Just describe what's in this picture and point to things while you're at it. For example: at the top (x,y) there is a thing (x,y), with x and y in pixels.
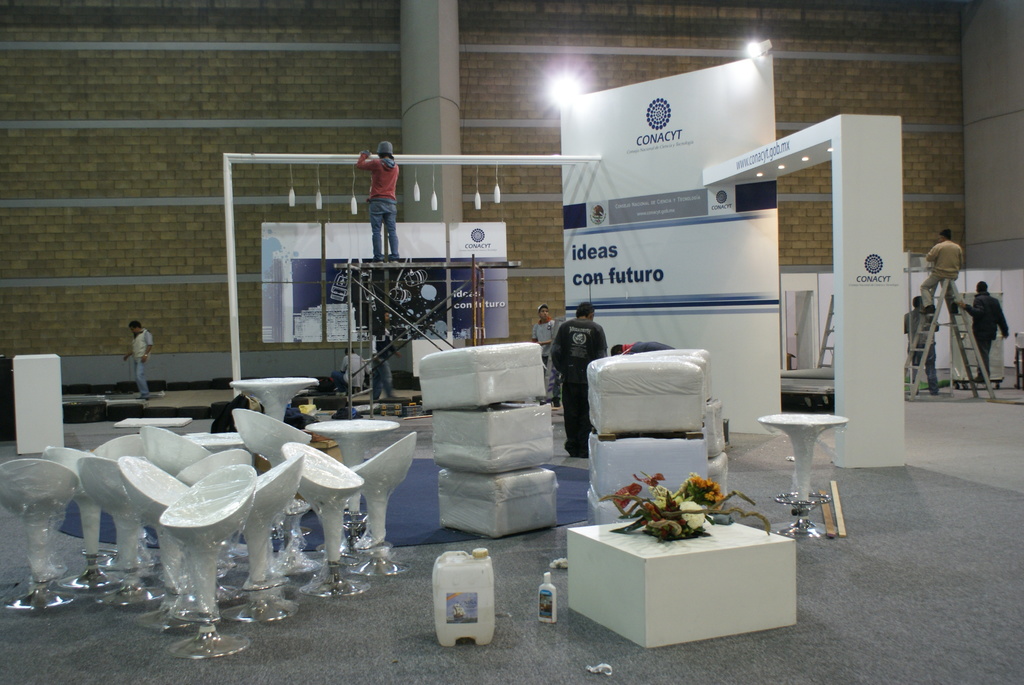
In the foreground of the picture (267,571) I can see the white color chairs (285,424) on the floor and they are covered with plastic covers (281,451). I can see a table (712,598) on the floor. I can see a water can (438,578) at the bottom of the picture (452,556). I can see a man (361,164) standing on the metal stand (419,265) and looks like he is fixing the decorative lamps (353,212) on the metal stand rod (554,156). There is a man (924,286) sitting on the ladder (939,323) and I can see two men (922,302) on the right side (982,302). I can see the hoarding (736,241) and there are two lamps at the top of the hoarding (665,88). In the background (262,94), I can see the brick wall (115,185).
